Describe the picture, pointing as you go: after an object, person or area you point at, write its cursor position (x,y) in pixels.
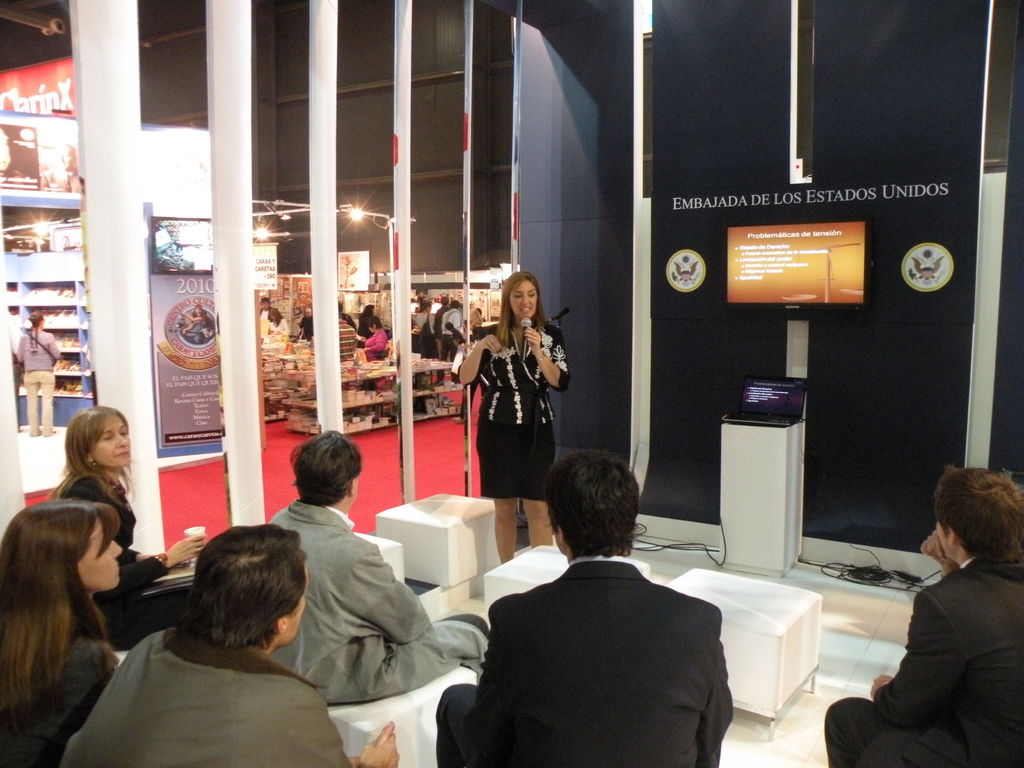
In this image there are four men (531,663) and two women (141,619) sitting, there is a woman (515,391) standing and talking, she is holding a microphone (530,323), there is a laptop (754,405), there is a screen (781,278), there is text (796,252) on the screen (798,278), there is the wall (830,354), there are boards (177,394), there is text (195,386) on the boards (206,352), there is number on the board (197,317), there are tables (358,377), there are objects (366,371) on the tables (347,367), there are a group of persons (424,326) standing, there are shelves (65,307), there are objects (70,346) in the shelves (77,308), there are lights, there are wires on the ground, there is a carpet (452,432).
